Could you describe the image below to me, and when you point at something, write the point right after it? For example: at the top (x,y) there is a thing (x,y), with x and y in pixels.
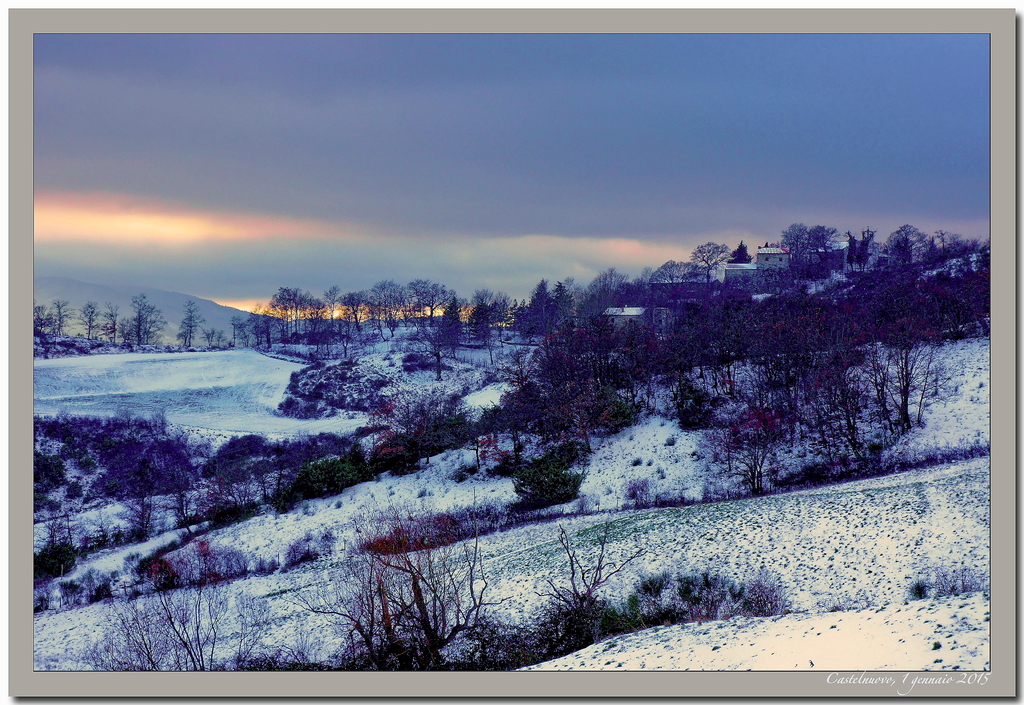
In this picture we can see trees (871,348), buildings (784,262), snow (260,386), mountains (85,297) and in the background (834,121) we can see the sky (630,255) and at the bottom right corner of this picture (927,676) we can see some text (844,683).
